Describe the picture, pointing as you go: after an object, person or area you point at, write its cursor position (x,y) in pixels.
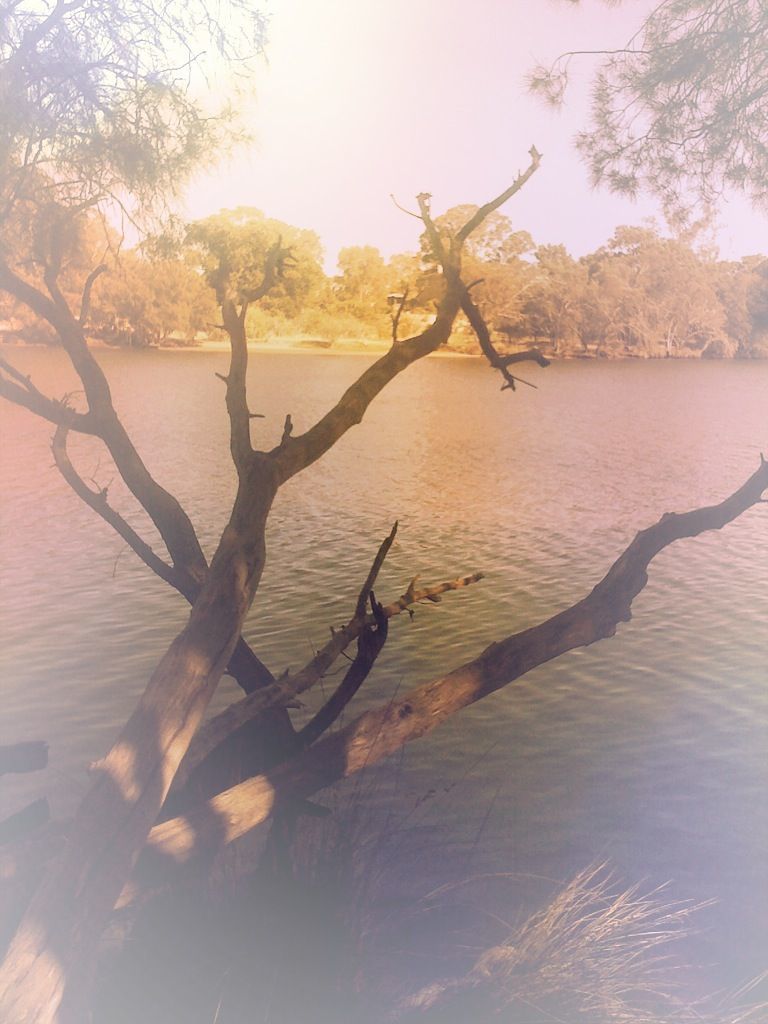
In this image I can see the branch (207,687) of the tree (707,513). To the side I can see the water (391,445). In the background (716,351) there are many trees (720,275) and the sky (277,108).
